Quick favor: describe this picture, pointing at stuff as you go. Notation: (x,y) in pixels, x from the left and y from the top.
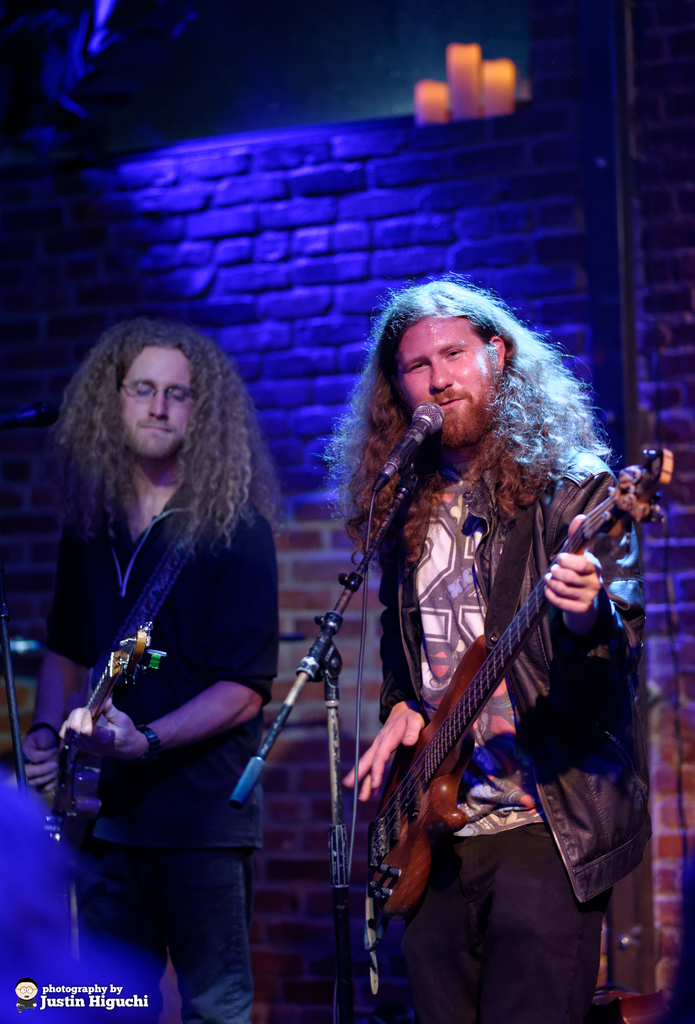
As we can see in the image there is a brick wall (306,453), mic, two people (192,639) wearing black color clothes (121,761) and holding guitars (136,660).
